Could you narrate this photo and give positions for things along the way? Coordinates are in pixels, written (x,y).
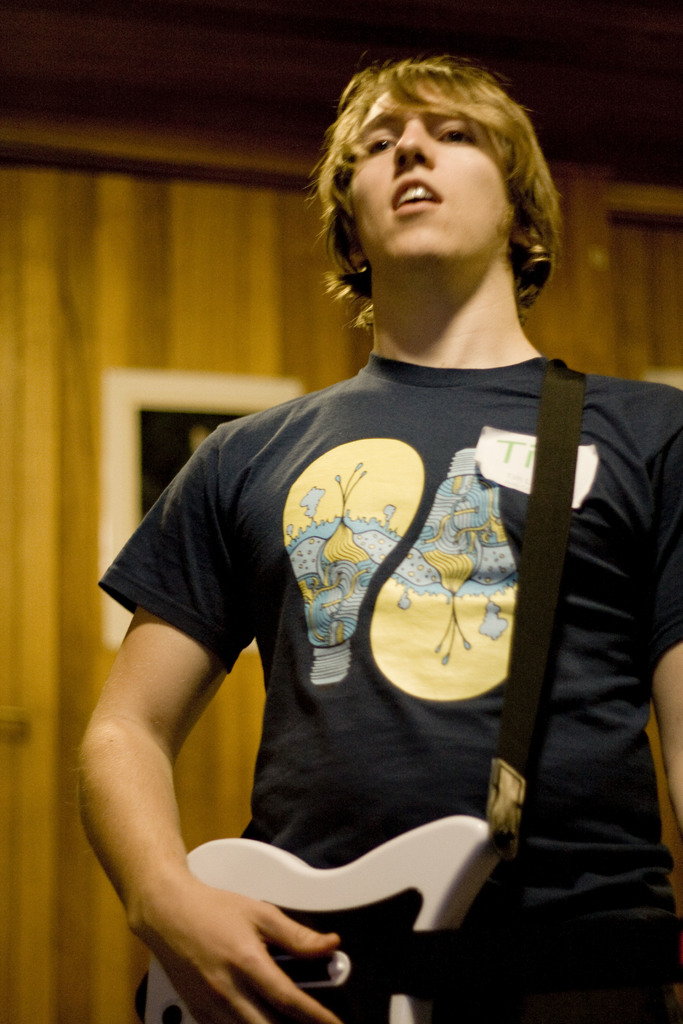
In this image, There is a boy (575,508) standing and holding a music instrument (424,903) which is in white color and in the background (11,477) there is a yellow color wall (27,345).
